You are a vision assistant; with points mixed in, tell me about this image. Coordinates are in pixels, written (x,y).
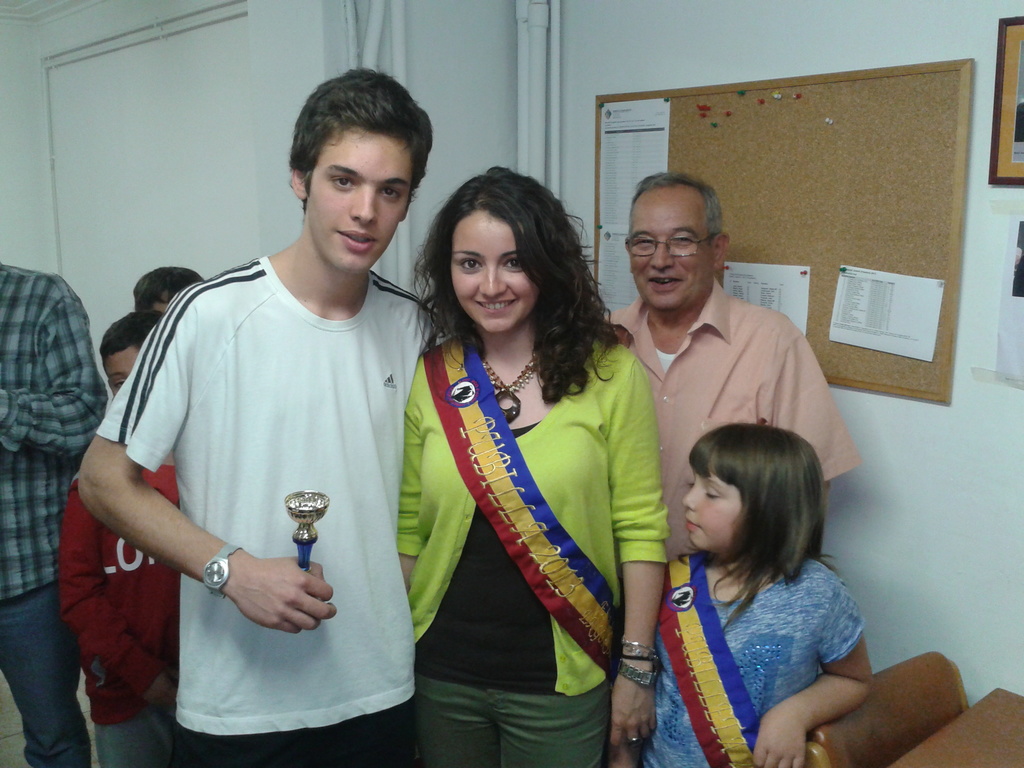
In this image, we can see a boy (290,388) holding prize (304,541) and a lady (568,493) wearing sash (534,529) and smiling, we can see a girl (733,668) wearing sash (707,674). In the background (147,287), we can see some kids (157,276) and persons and there is a board (808,116) with papers (881,281) and we can see frame (1012,105) placed on the wall (989,261).
